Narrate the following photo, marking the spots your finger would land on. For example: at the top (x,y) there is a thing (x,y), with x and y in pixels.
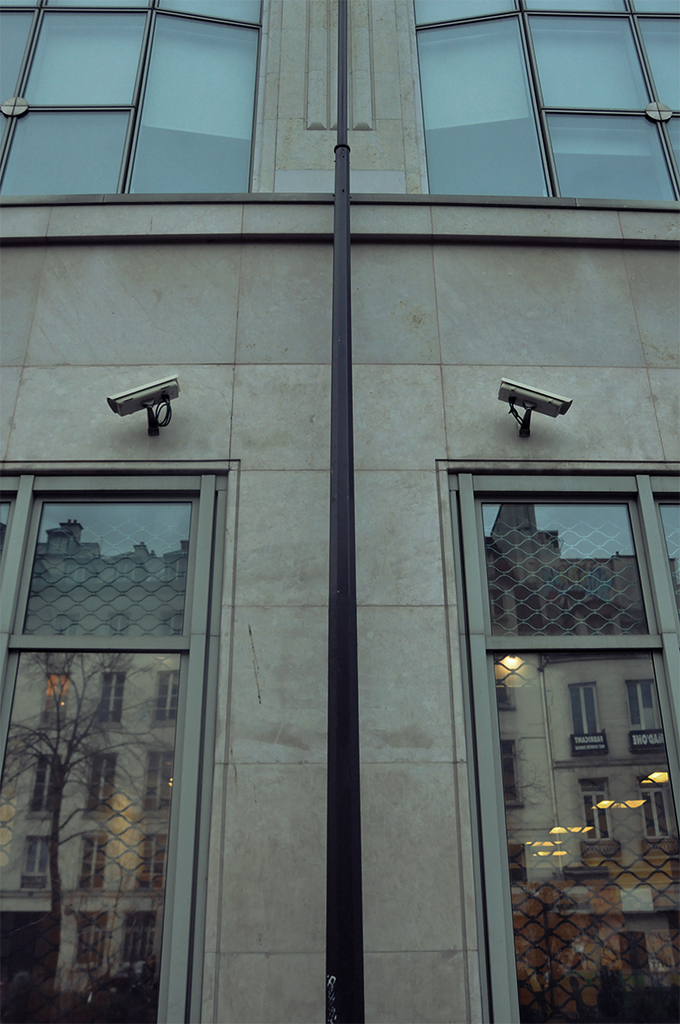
In this image I can see the wall (385,332), few cctv cameras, glass windows (141,530) and here in these glasses (583,598) I can see reflection (4,844) of a building (598,693). I can also see a black colour pole (331,548) over here.
